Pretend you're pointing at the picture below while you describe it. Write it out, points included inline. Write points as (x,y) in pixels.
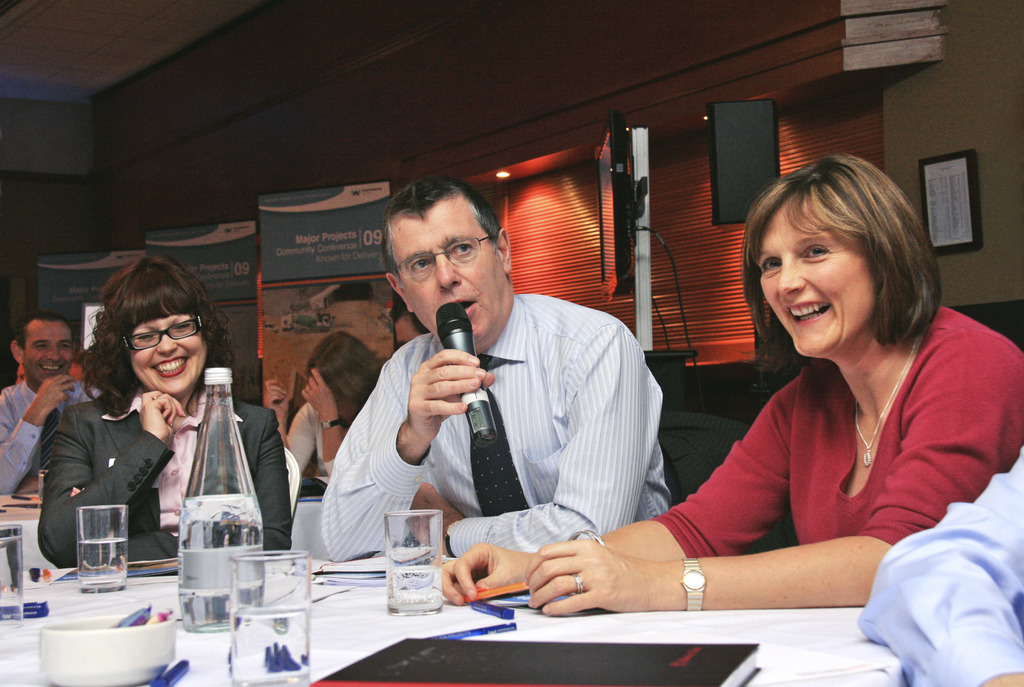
There is a group of people (467,529). They are sitting on a chairs (667,417). There is a table (378,595). There is a bowl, glass (412,552), bottle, book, pen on a table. In the center (368,417) we have a person (438,503). He's holding a mic (469,418). We can see in background (281,208) posters (356,202) and curtain (654,197).
